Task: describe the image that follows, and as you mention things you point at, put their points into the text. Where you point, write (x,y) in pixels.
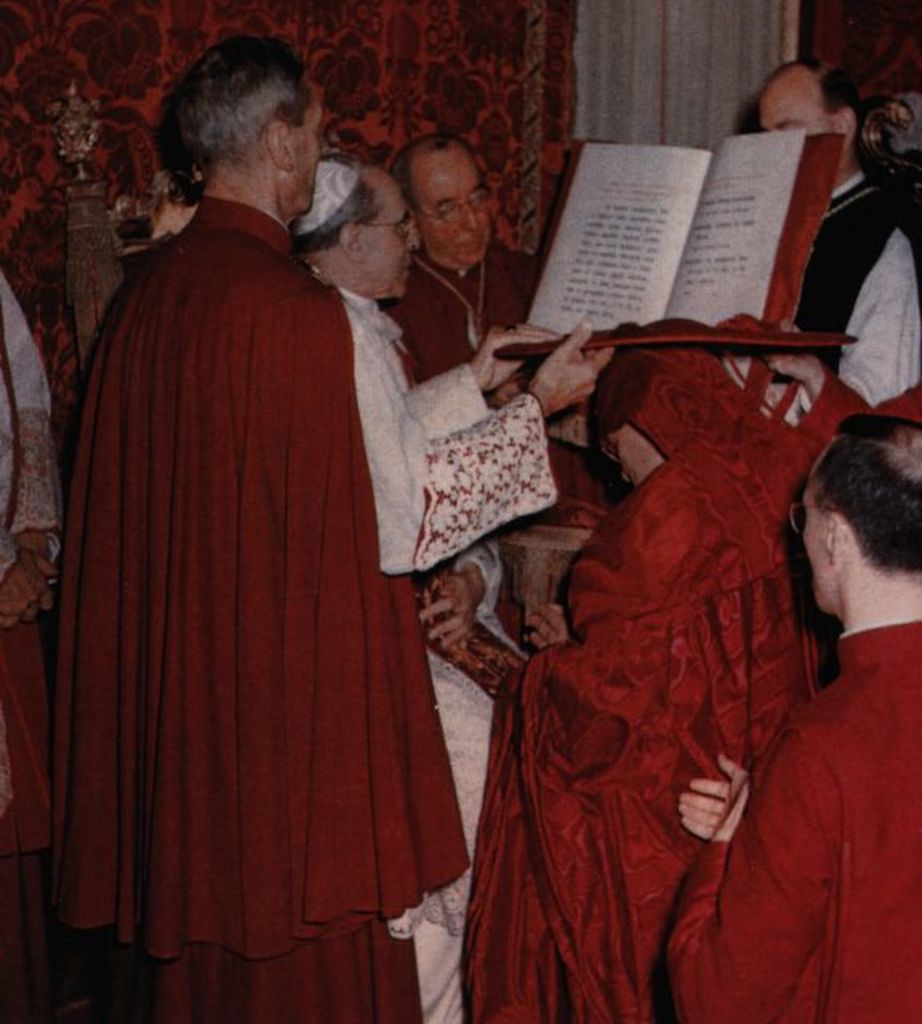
In this image we can see a few people (409,510) standing, among them one is holding the book (603,160), we can see curtains (129,90) and a sculpture (85,143) on the pole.
